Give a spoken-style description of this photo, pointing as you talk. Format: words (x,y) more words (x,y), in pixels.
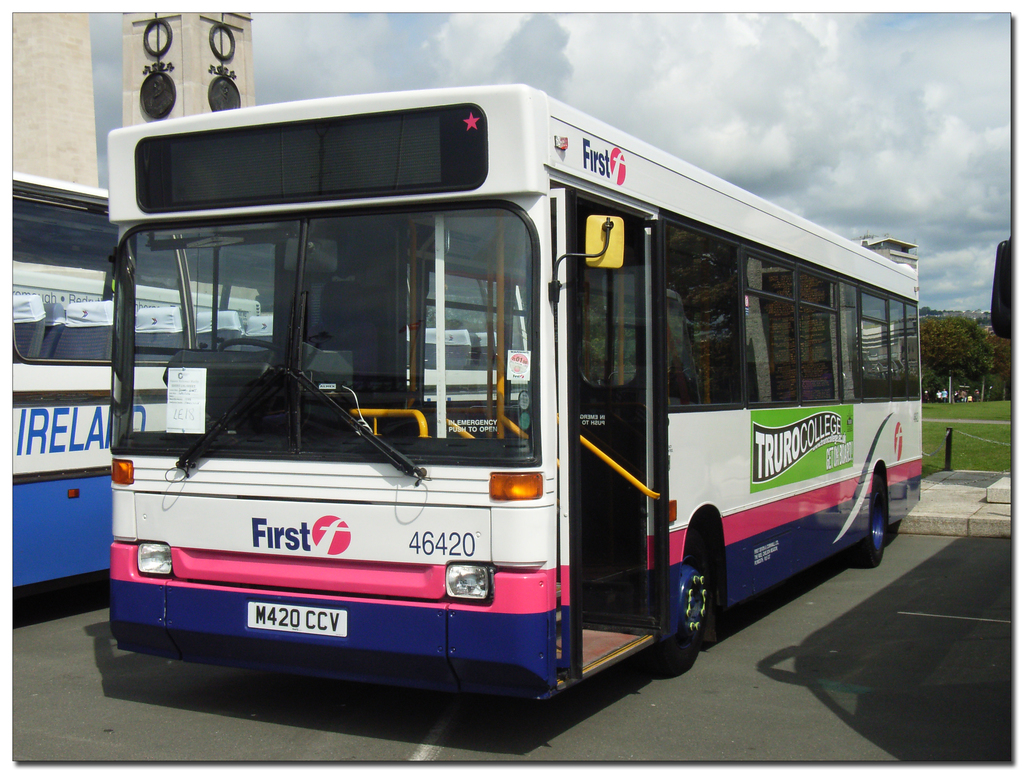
At the bottom of the image (645,669) there is a road (68,624) with buses (808,378). Behind the bus (861,373) there is a footpath (968,472). Behind the footpath (968,472) there's grass (952,404) on the ground (964,442) and also there are trees (975,373) in the background (992,346). At the top of the image (937,238) there is a sky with clouds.
